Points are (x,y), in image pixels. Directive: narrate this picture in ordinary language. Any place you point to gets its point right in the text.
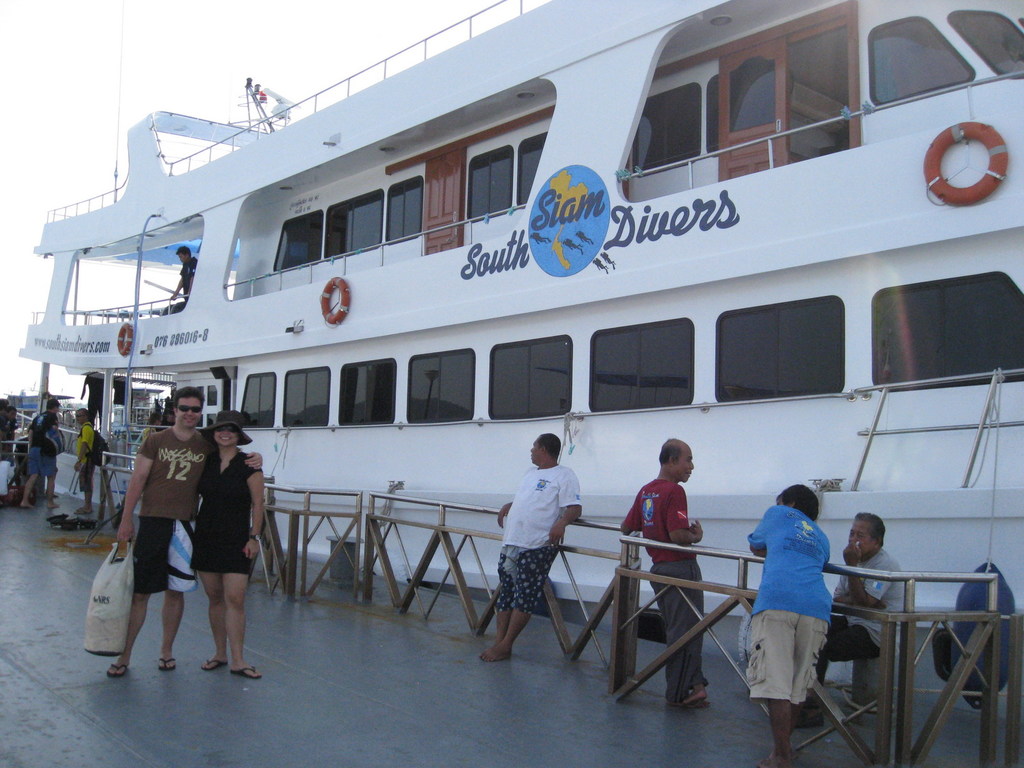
In this picture we can see the white cruise (667,63) is parked in the front (637,383). on which south Siam Divers is written. In the front (218,543) we can see the couple (219,562) taking photograph. On the right side (790,536) we can see some people (524,578) standing near the wooden railing (567,638).
